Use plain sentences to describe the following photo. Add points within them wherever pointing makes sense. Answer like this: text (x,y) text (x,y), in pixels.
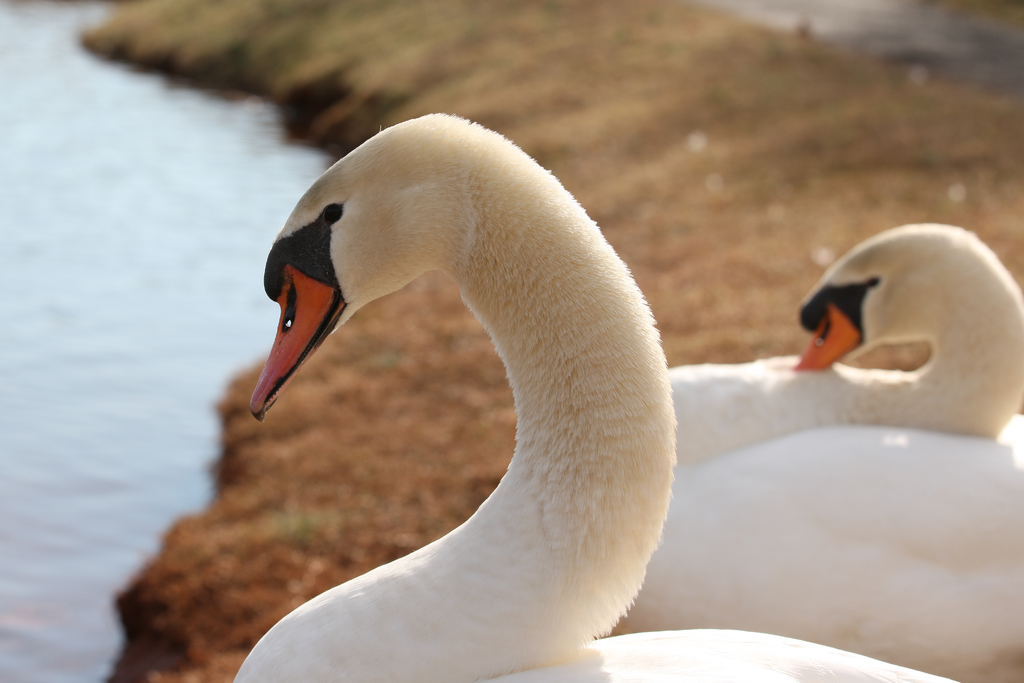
On the right side (875,376), there are two white color birds (482,213). On the left side (46,630), there is water (86,238). In the background (260,5), there is grass (709,107) on the ground (790,142).
